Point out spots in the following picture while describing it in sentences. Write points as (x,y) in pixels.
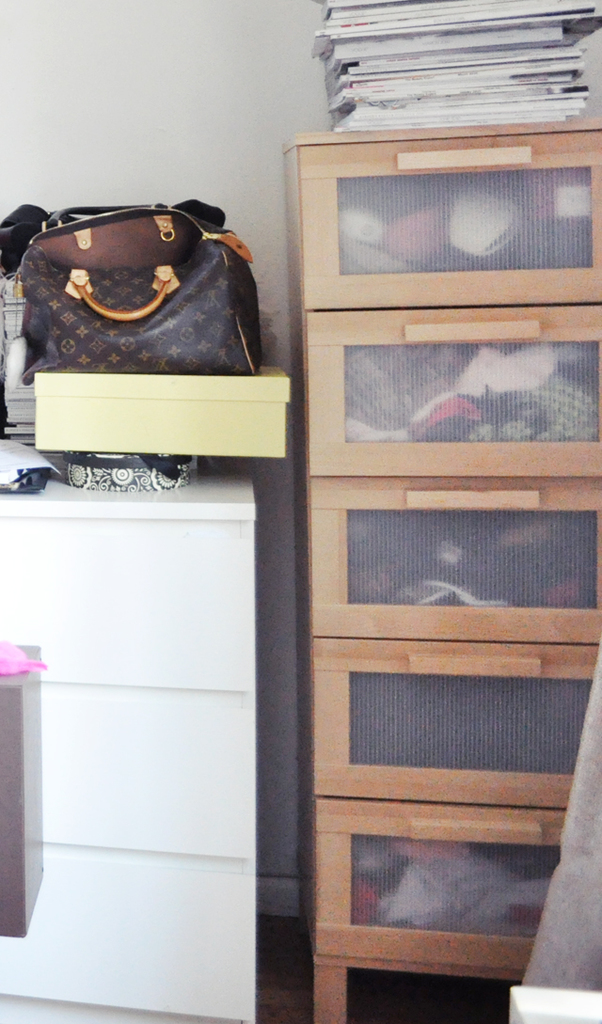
This image is taken inside a room (492,251). There is a rack (402,146) which has few shelves (394,440). There is a cupboard (90,605) in the left side of the image (142,719), on the cupboard (146,497) there is a yellow cardboard box (159,433) and on top of it there is a hand bag (135,340) which has handle (153,306). In the right side of the image (539,36) there are few books (439,3) on the rack (314,153).
